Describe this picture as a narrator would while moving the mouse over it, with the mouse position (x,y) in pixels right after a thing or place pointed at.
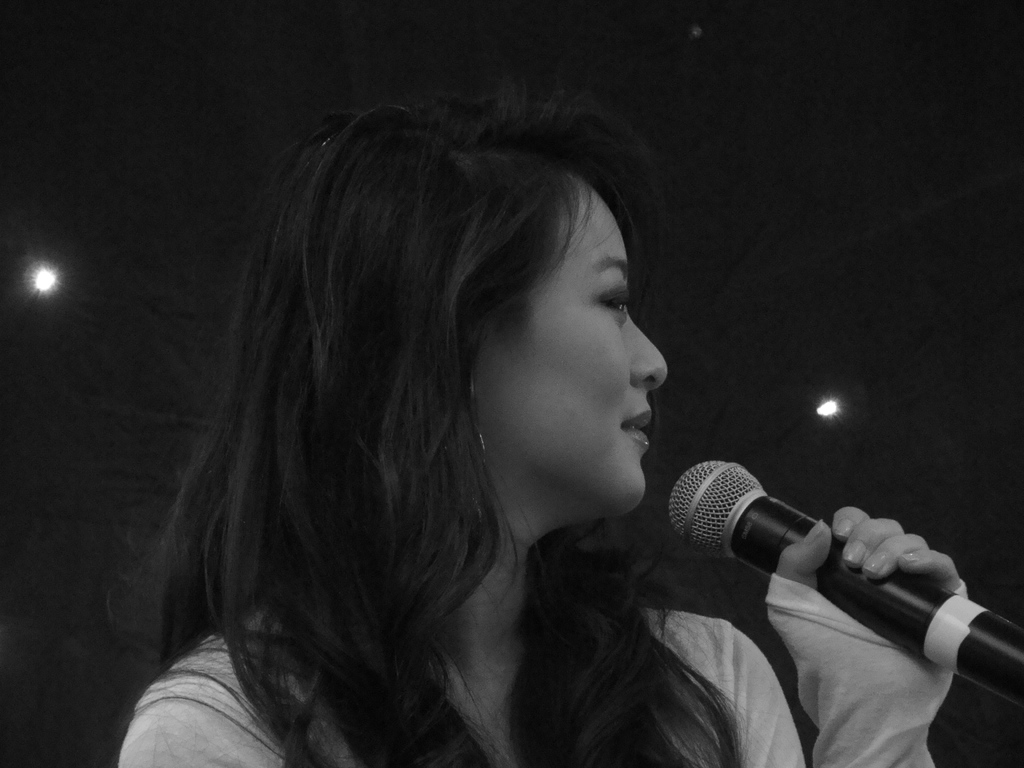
In this image I can see a woman (720,674) is holding a mic (696,523).
